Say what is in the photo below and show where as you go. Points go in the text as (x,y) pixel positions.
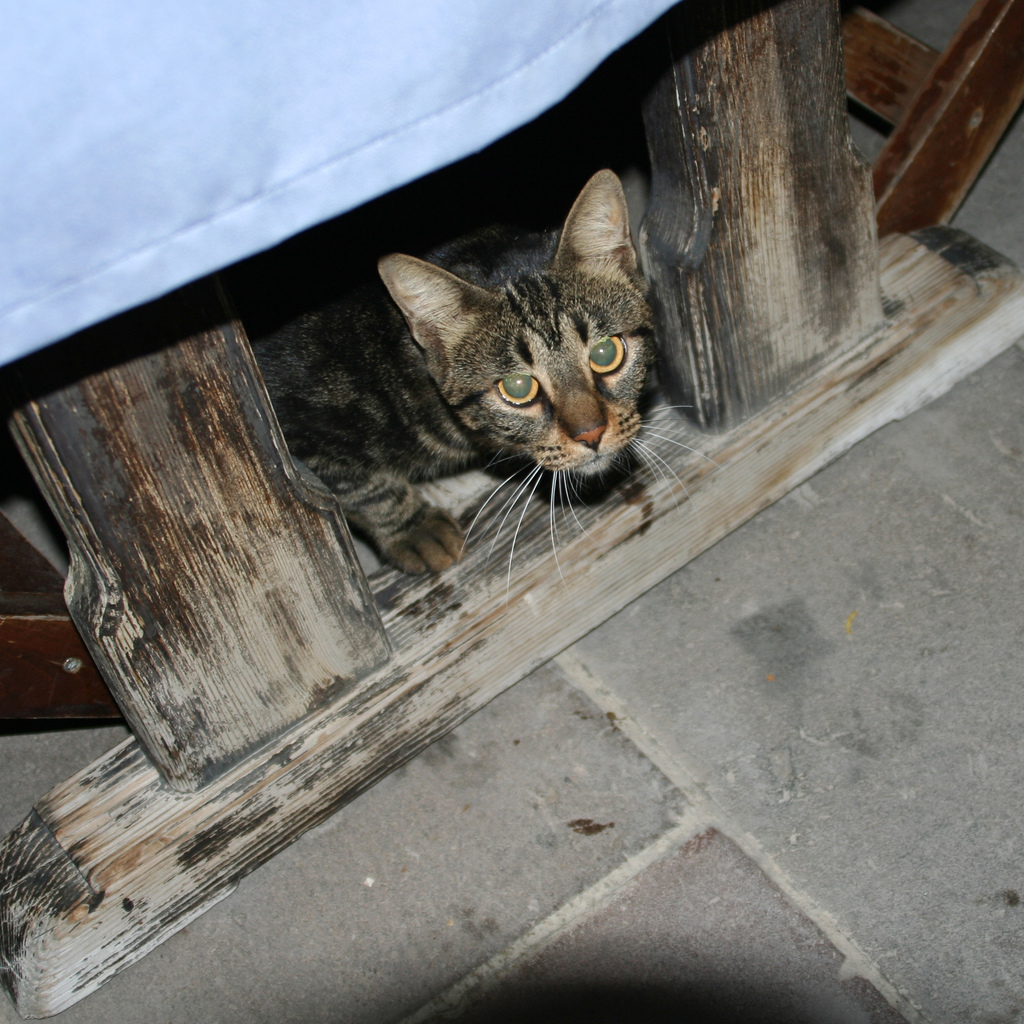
In this image in the center (566,385) there is one cat (471,356) and there are some wooden sticks (895,185) and a cloth (267,58), at the bottom (605,936) there is floor (627,961).
